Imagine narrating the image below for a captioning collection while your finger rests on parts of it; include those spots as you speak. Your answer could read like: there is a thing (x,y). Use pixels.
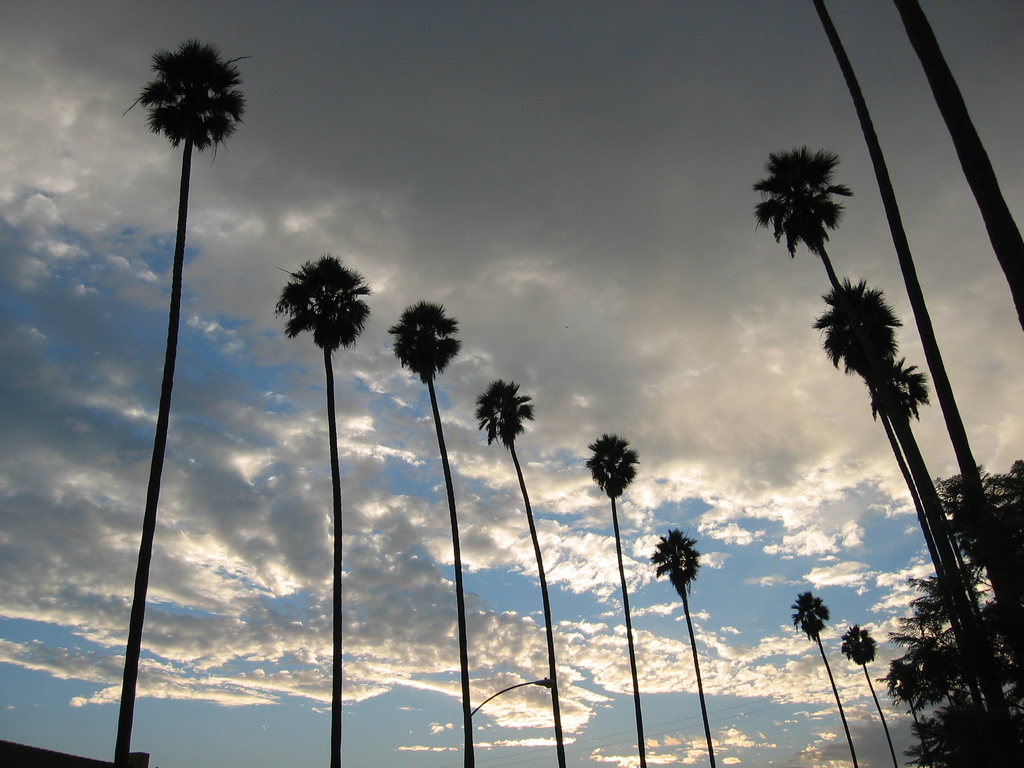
In this picture we can see trees (1012,470) and in the background (234,344) we can see the sky (633,340) with clouds (577,467).
